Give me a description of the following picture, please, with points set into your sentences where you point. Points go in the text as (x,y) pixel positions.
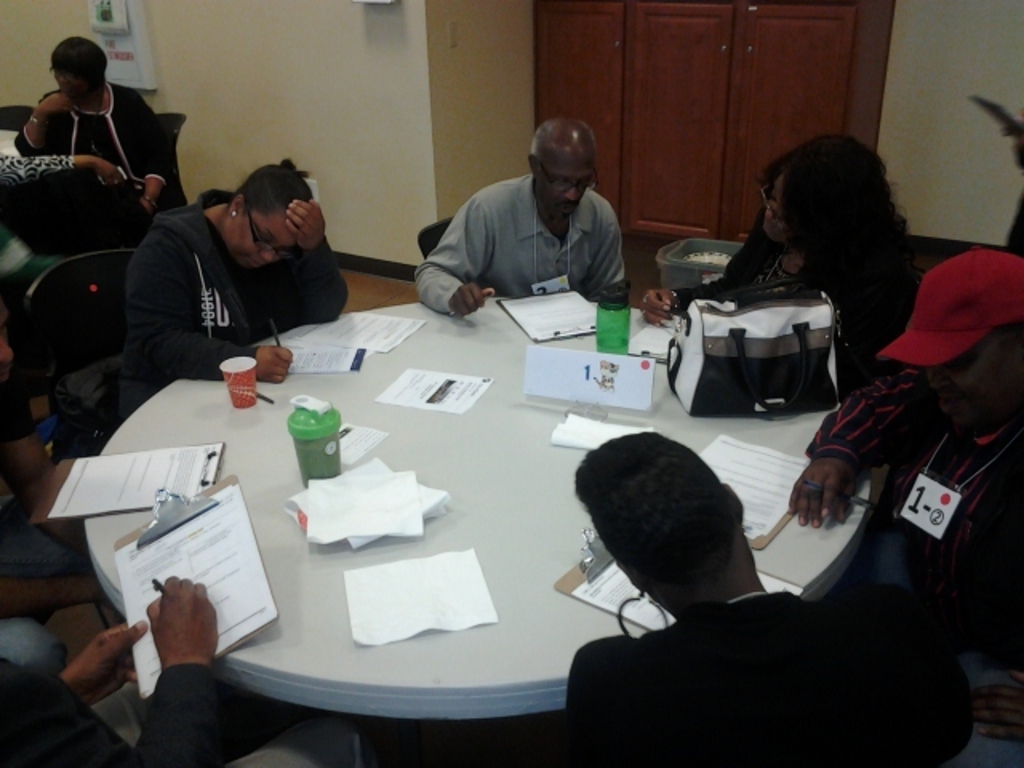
At the bottom of the image (107,703) there are few people (521,273) sitting. In front of them there is a table (150,447) with papers (185,455), bottles (312,440) and cups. At the left corner of the image (125,153) there are few people (24,196). In the background (266,116) there is a wall (262,116) with door (651,88) and few other items (123,21).
